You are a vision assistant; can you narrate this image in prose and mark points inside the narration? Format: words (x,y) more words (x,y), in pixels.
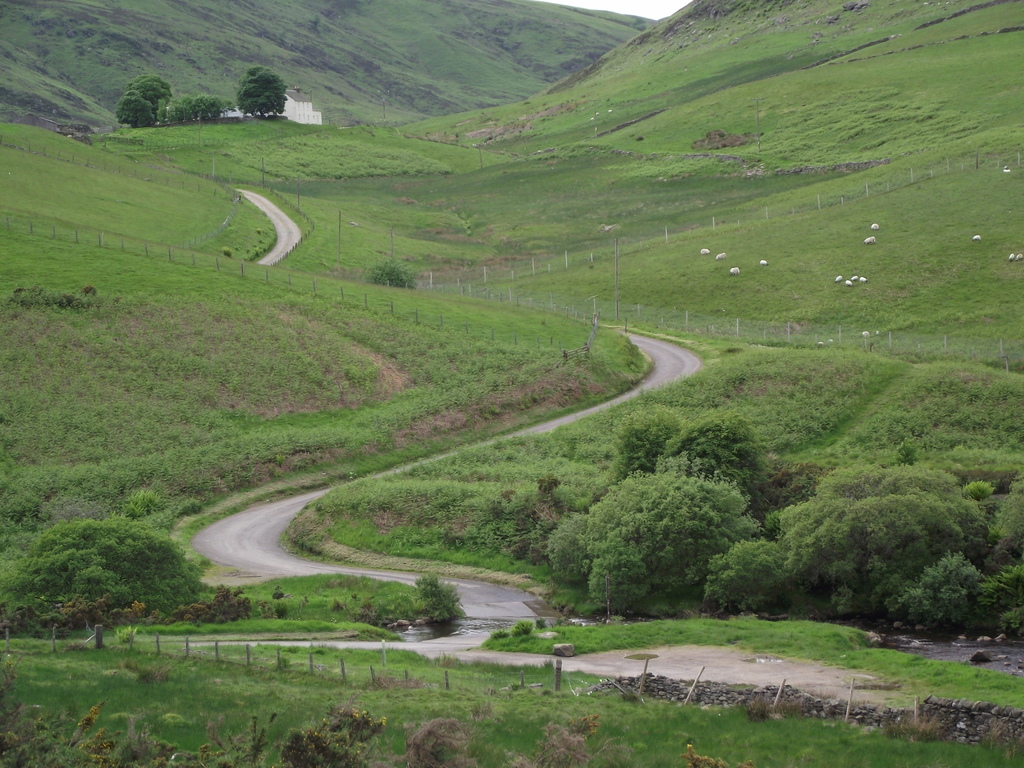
In this image I can see the road (491,659), few poles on the ground (334,670), the grass (169,688), few trees (132,569) and in the background (728,41) I can see few animals (848,281) which are white in color on the ground (761,258), the fencing (902,334), the road (264,202), few trees (200,108), a building (228,113), few mountains (389,76) and the sky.
